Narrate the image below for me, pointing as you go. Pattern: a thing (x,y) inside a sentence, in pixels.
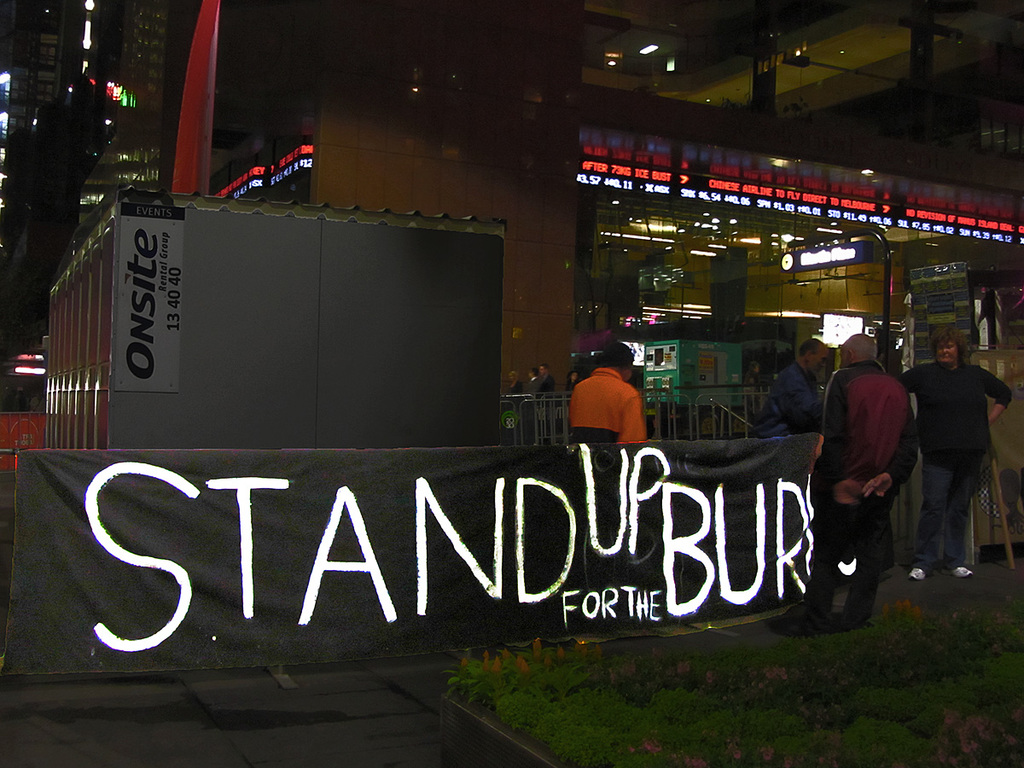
In this picture we can see there are groups of people (784,424) standing and in between the people (878,403) there is a banner (360,527) and in front of the people (612,425) there are plants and behind the people (585,382) it is looking a container (325,365) and buildings (284,99).
